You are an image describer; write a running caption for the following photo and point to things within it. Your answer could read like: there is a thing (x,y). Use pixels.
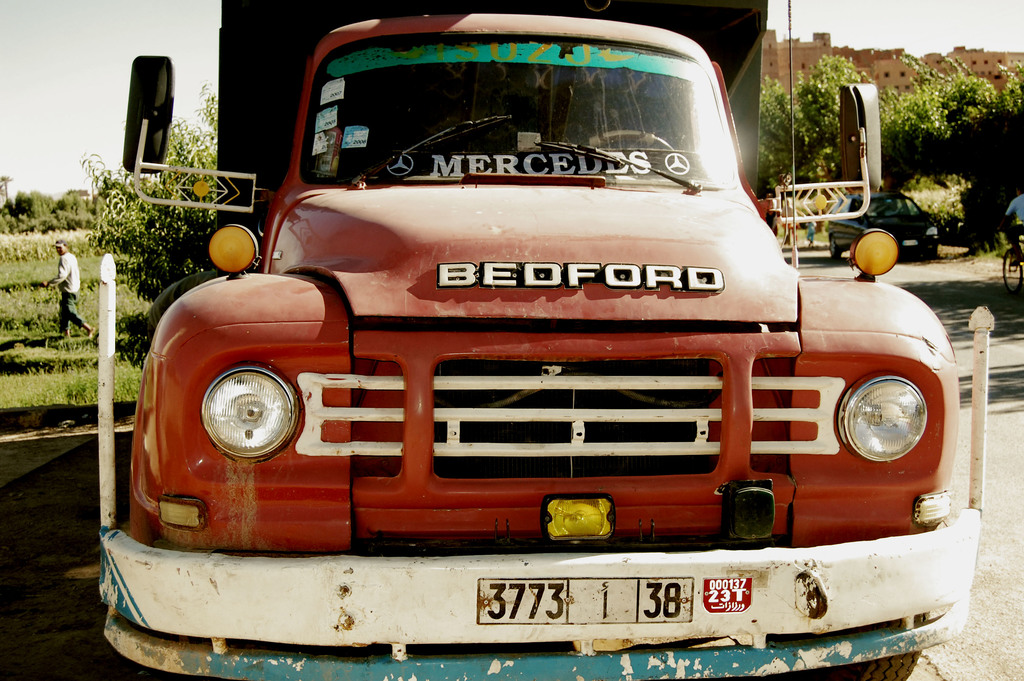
In the foreground of the picture (642,307) I can see a vehicle (387,219) on the road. There is a man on the left side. I can see a car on the right side (929,219) and there is a person (1022,215) riding a bicycle (1023,261) on the road (993,288). In the background (948,76), I can see the buildings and trees (971,122).
